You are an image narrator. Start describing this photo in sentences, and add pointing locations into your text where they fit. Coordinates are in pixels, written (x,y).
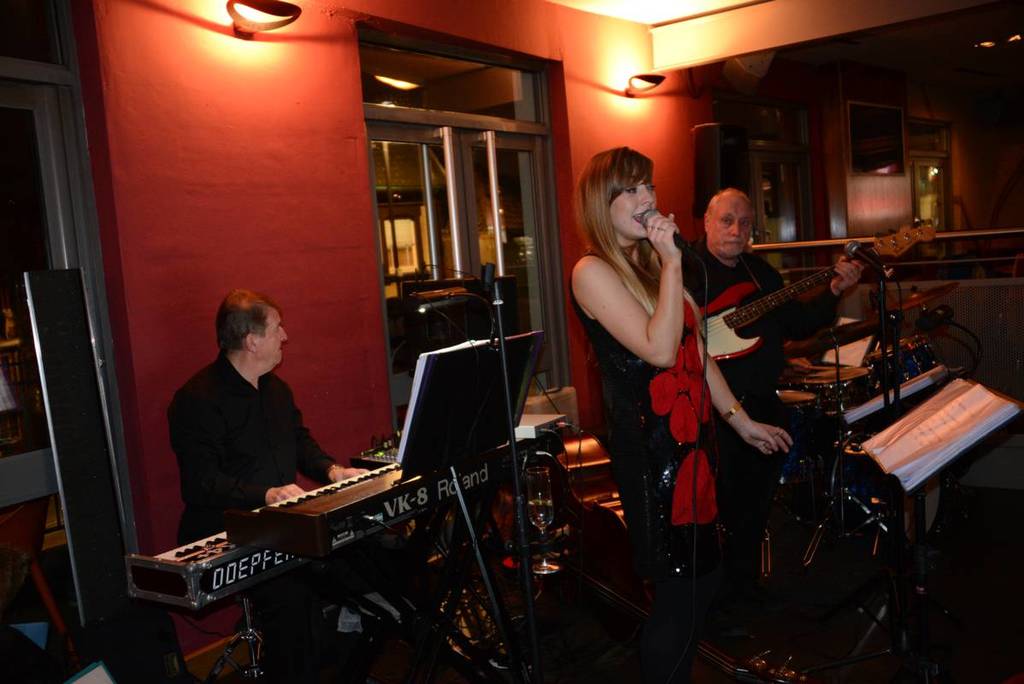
In this image, there are a few people (686,443). We can see some musical instruments (884,494) and microphones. We can see some stands (473,420) with posters (889,433). We can see the wall (348,245) with windows (375,119), a board (854,151) and some lights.
